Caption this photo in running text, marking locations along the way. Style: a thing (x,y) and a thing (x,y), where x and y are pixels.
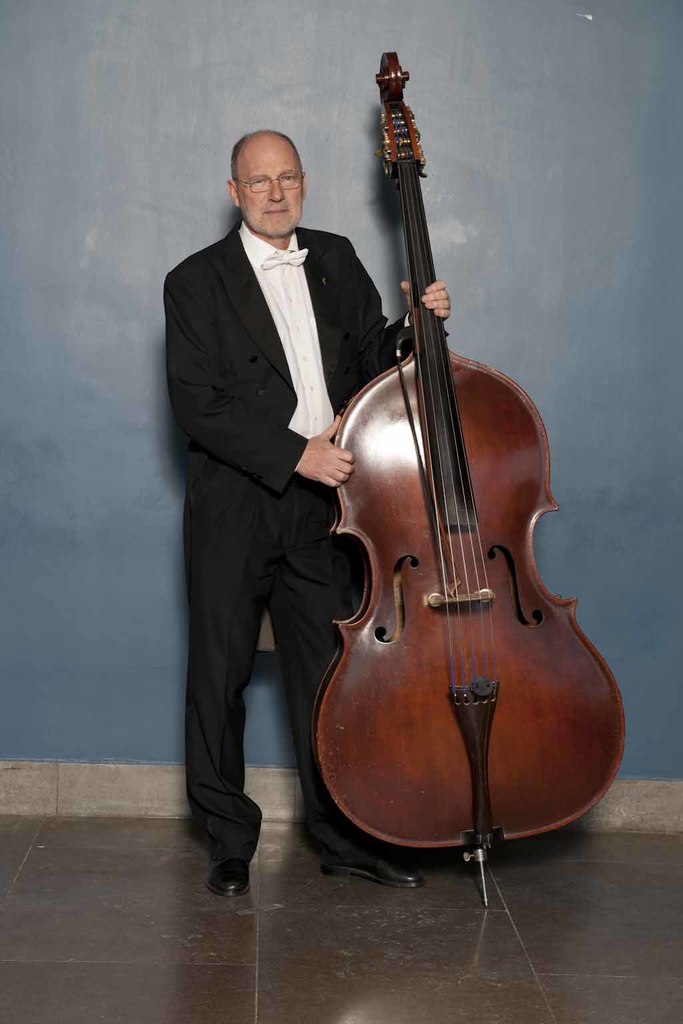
In the picture a person (288,267) is standing and holding a double bass (461,475) back of him there is a wall (582,396).
